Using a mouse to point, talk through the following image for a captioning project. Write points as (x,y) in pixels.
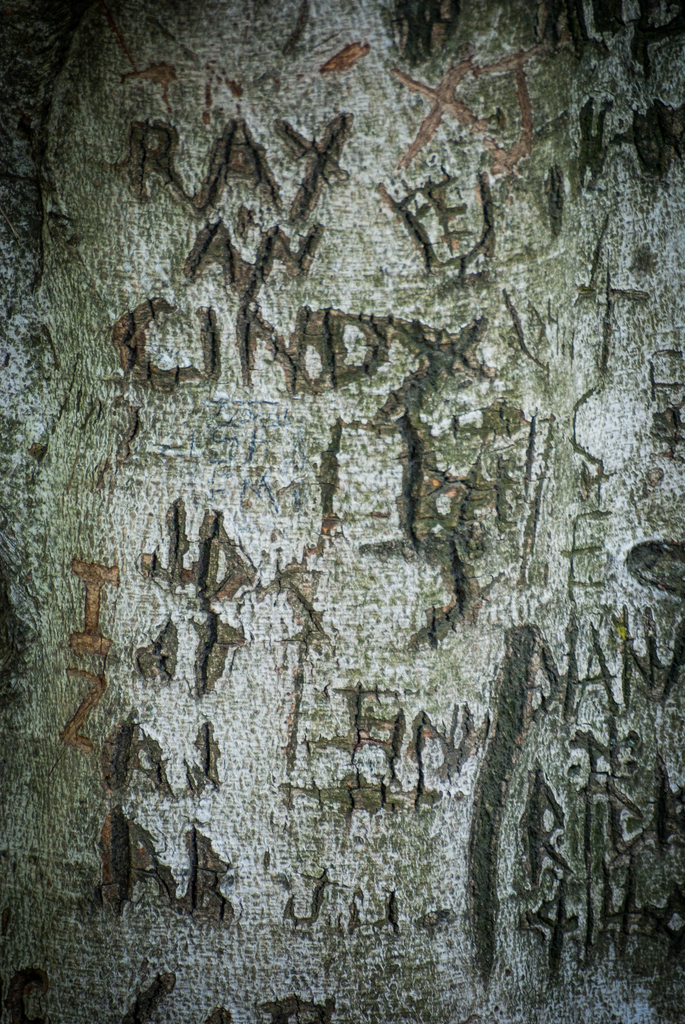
Here I can see some text (290,425) on a trunk (308,567).
